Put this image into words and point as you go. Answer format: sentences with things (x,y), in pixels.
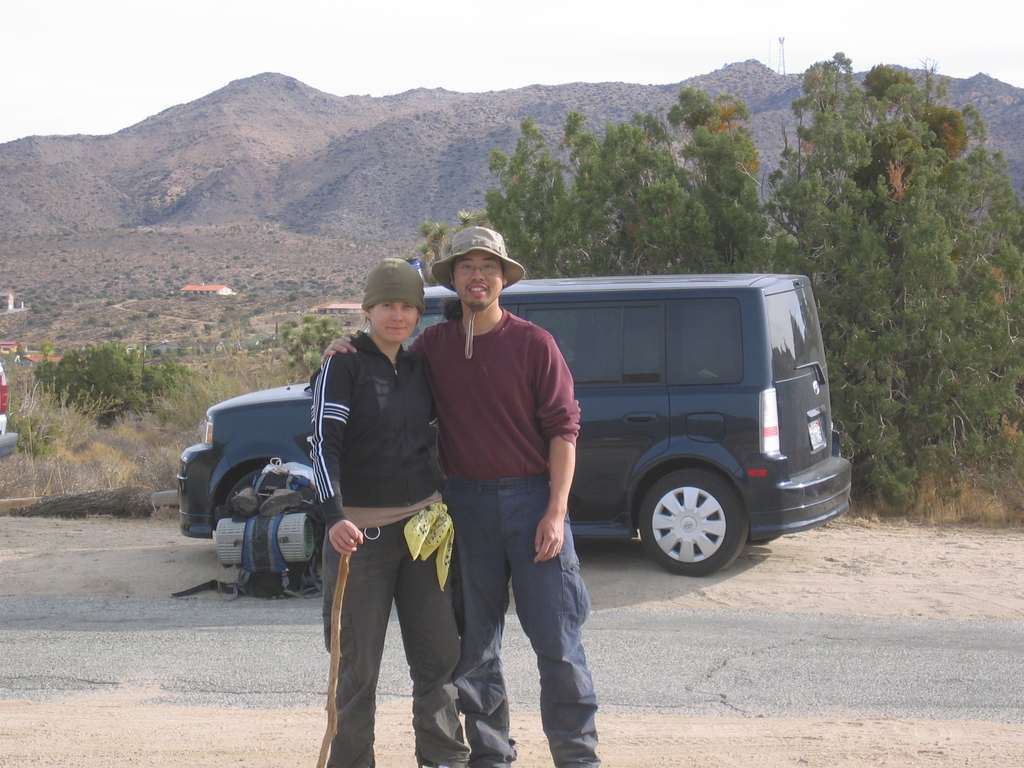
This is the picture on the road (822,625). There are two persons (456,422) standing and smiling, at the back (575,336) there is a car (267,458). At top (166,45) there is a sky (193,46), at the back (242,123) there are mountains (495,137), trees (714,161) and building (227,293), at the bottom (821,654) there is a road (839,629).
